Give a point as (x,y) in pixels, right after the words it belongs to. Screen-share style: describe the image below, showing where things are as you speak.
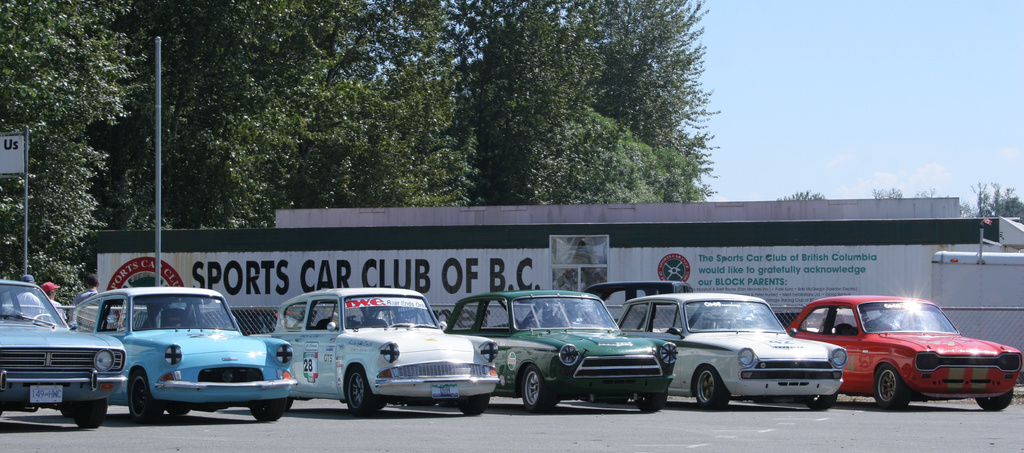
In the picture we can see some vintage cars (153,298) are parked on the path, behind it, we can see a pole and a board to the wall (351,228) written on it as sports car club of B. C. in the background (845,116) we can see trees (58,251) and sky (770,104).
